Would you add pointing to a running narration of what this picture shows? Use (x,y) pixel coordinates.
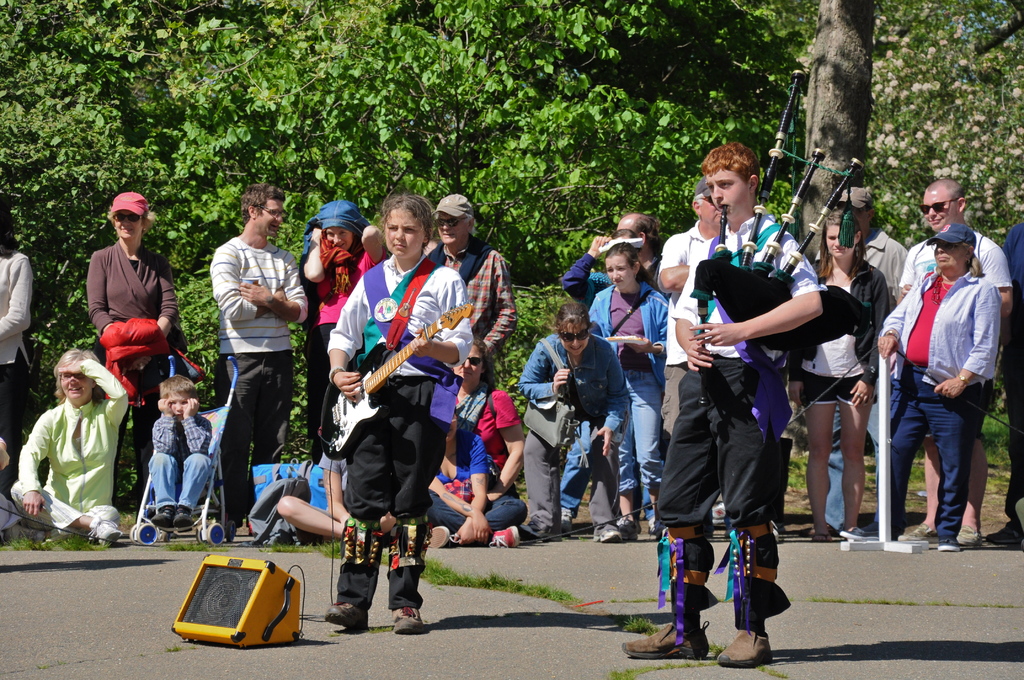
This picture is clicked outside the city. In front of the picture, the woman (422,350) is playing the guitar (325,406). In front of her, we see an object (277,597) in yellow color. The man (755,561) on the right side (730,283) is playing the musical instrument (755,302). Behind him, we see many people (635,409) are standing and some of them are sitting on the road (521,551). We see a boy (180,453) is sitting in the baby trolley (218,412). There are trees (638,183) in the background (878,204) and it is a sunny day. At the bottom (443,549), we see the grass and the road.
